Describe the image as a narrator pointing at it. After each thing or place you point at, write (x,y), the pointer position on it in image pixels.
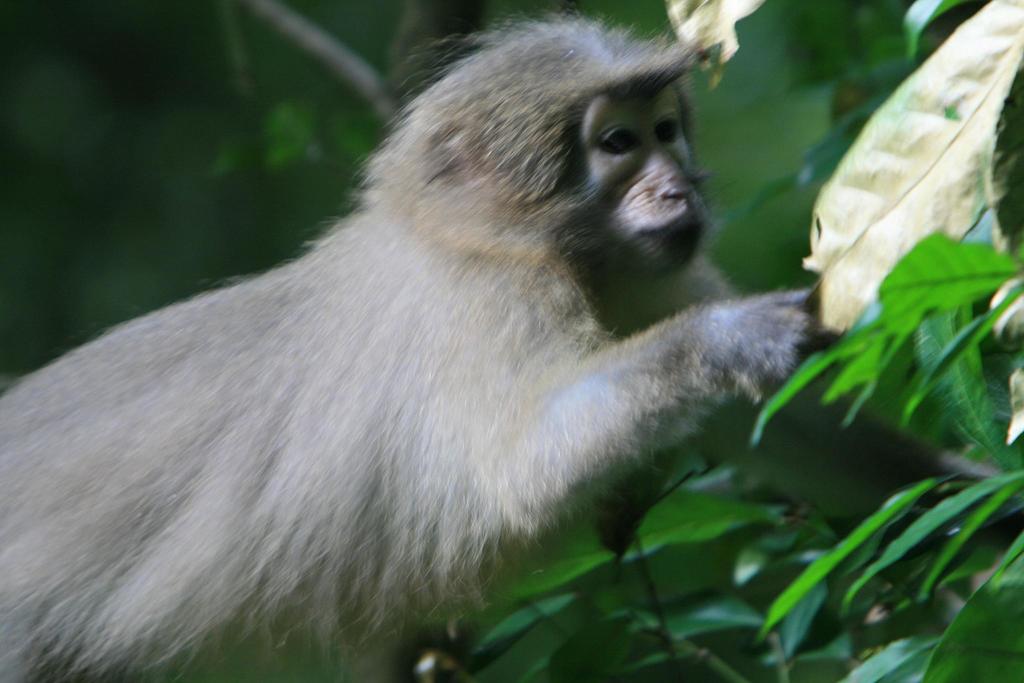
In this image, I can see a monkey (563,450) and the leaves (952,338). The background (140,239) is blurry.
